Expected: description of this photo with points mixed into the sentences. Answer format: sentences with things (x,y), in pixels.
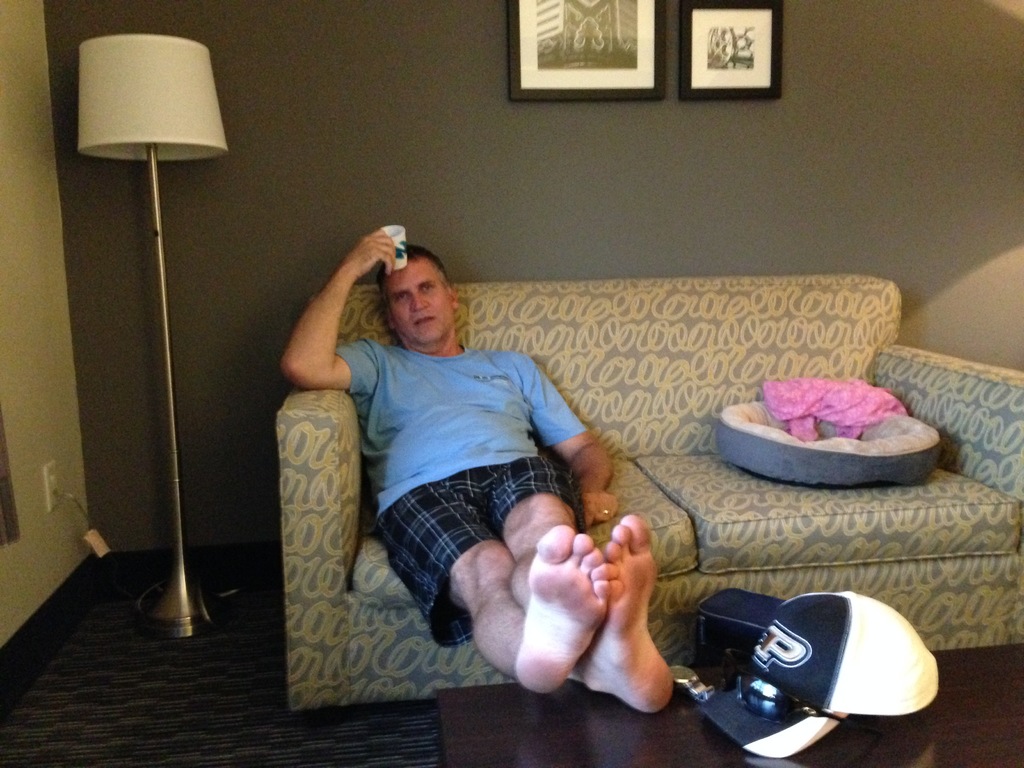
This picture is clicked inside the room (451,385). In the center (481,403) we can see a person (432,384) wearing t-shirt (467,380), holding some object (401,249) and sitting on the couch (592,329) and placing his legs (592,678) on the top of the wooden table (729,743) and we can see a cap (881,635), sunglasses (763,698) and some other items (818,480). In the background (120,121) we can see the lamp (194,152), picture frames (754,43) hanging on the wall (563,142) and the floor carpet (86,622) and a wall socket (49,469).
